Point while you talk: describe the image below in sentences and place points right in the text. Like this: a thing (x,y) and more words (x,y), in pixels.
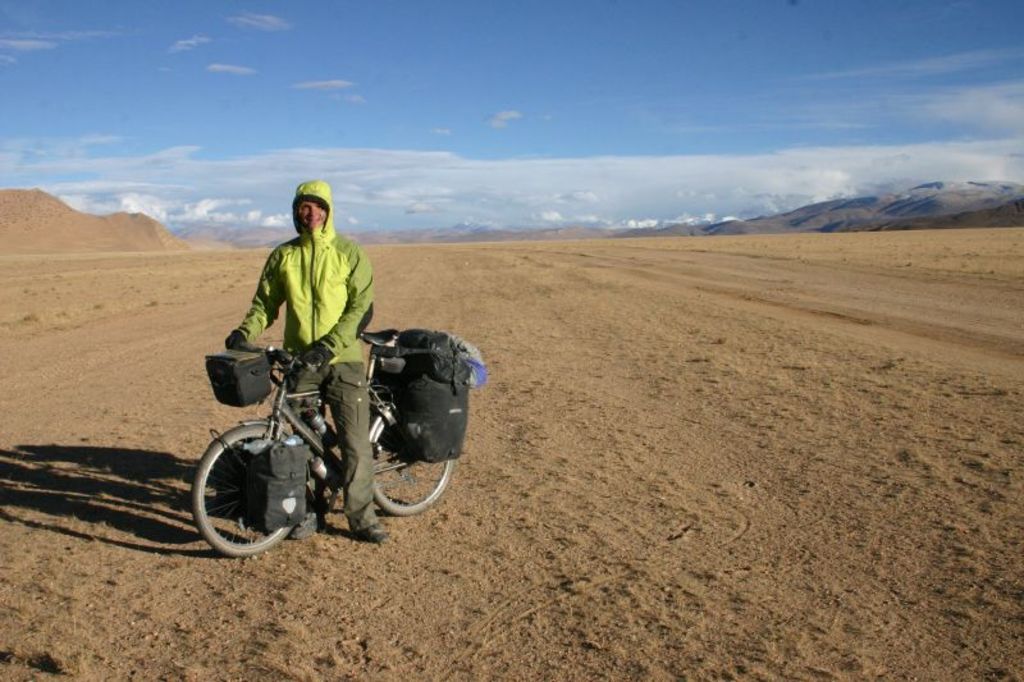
In this image there is a person (308,357) standing on the bicycle (301,422), which is on the surface of the sand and there are few bags (414,400) hanging on it. In the background (949,198) there are mountains (963,197) and the sky (390,110).
